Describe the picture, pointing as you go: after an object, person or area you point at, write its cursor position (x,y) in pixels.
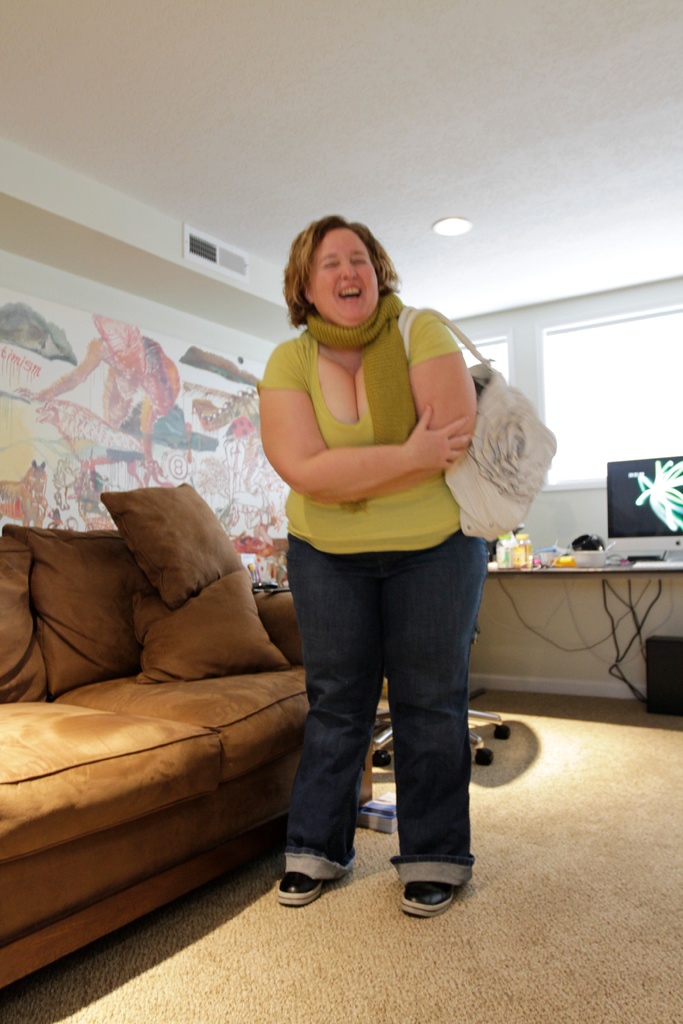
In the image I can see a woman (393,488) standing and wearing handbag (491,459). I can see couch (62,808), pillows (174,626), system (642,473) and few objects (554,560) on the table (632,569). I can see a colorful wall (223,403) and window (599,353).
